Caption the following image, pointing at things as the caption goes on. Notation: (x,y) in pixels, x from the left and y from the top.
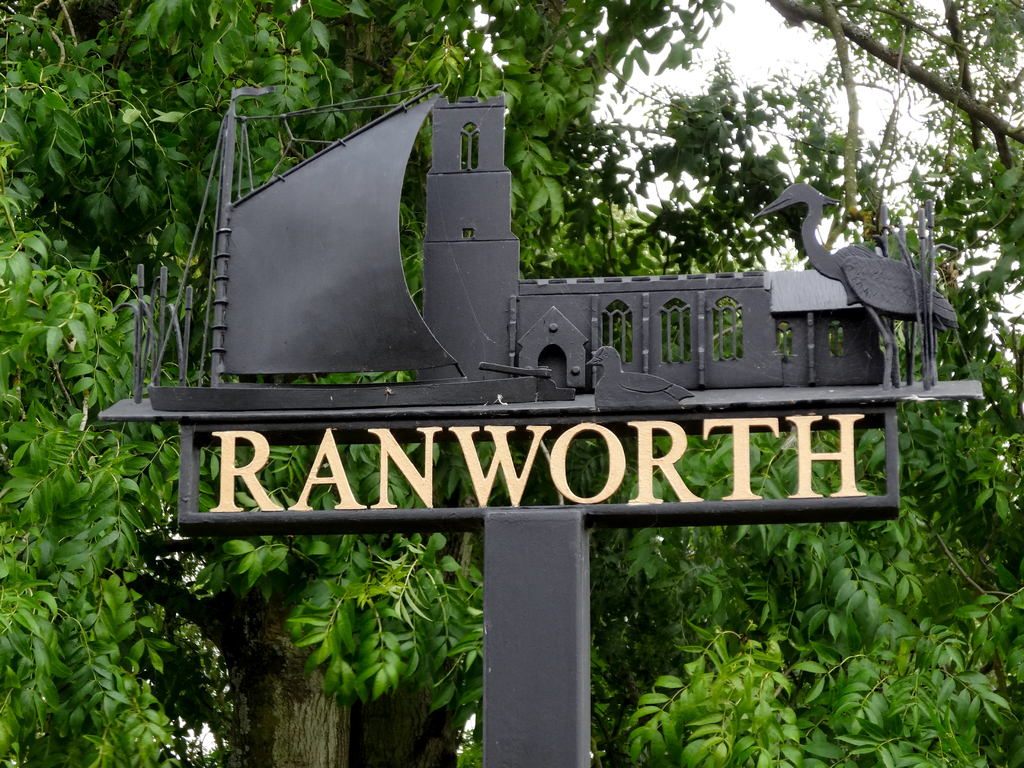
This image consists of a boat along with the text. In the background (123,433), there are trees (617,147). At the top (776,43), there is sky (765,27).
